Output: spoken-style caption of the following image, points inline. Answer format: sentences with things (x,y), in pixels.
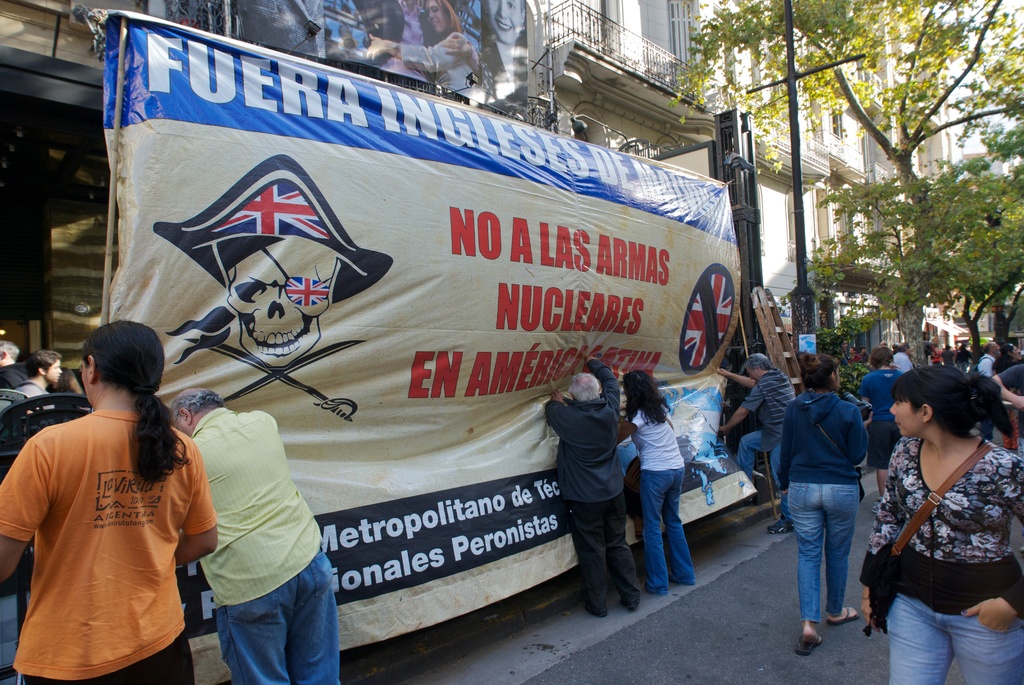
This picture is clicked outside, and we can see the group of people (575,414). In the center (547,382) there is a text (536,522) and depictions (241,247) of the flags (272,202), skull (280,342) and the swords (283,370) on the banners (408,398). In the background (902,80) we can see the buildings (786,174), metal rods (792,146), trees (1006,282), and the depictions (411,36) of people (508,7) on the banner (394,19) and we can see some other items (14,593).
